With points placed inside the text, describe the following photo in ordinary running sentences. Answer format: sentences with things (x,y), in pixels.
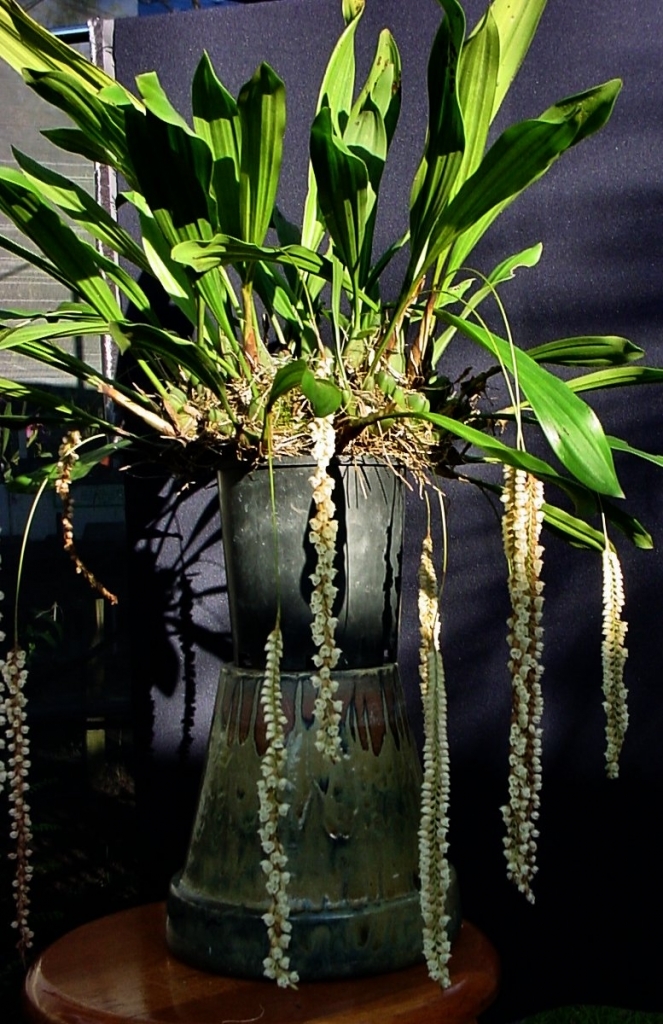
In this image there is a plant pot (347,629) kept on the table (153,949). In the background (619,185) there is a curtain (217,51).
